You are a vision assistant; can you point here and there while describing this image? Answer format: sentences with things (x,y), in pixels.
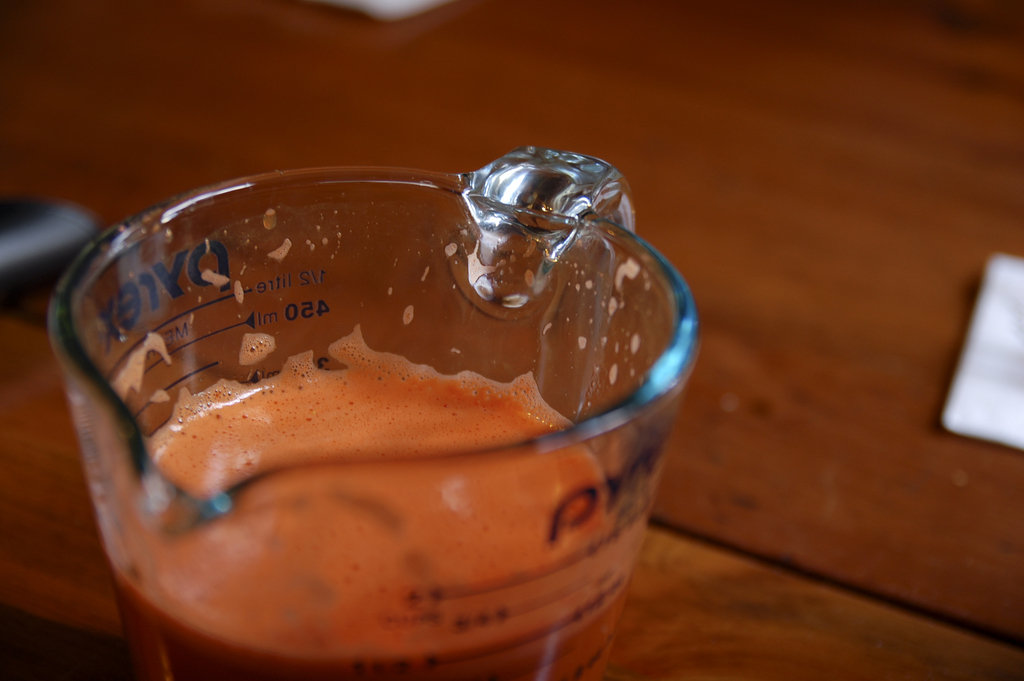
In this image there is a jar (396,533) and in the jar (305,491) there is juice (435,502), at the bottom (717,508) there is a table (949,385) and objects (27,253).
